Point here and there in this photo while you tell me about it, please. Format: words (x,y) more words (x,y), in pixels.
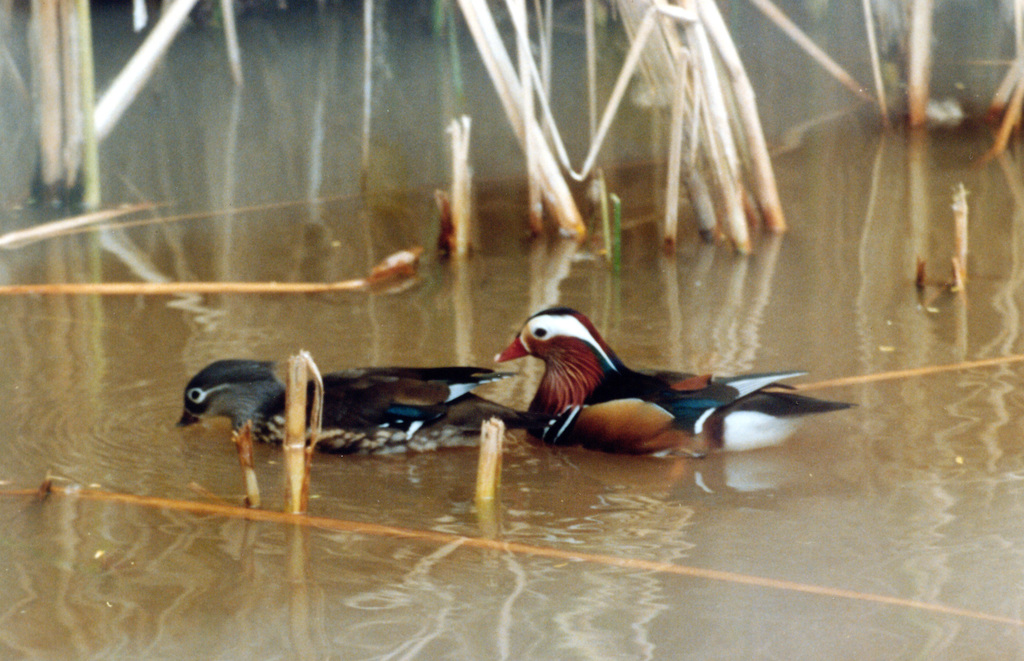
In this image on the water body (532,391) there are two birds (420,403) and plants (59,175) are there.
